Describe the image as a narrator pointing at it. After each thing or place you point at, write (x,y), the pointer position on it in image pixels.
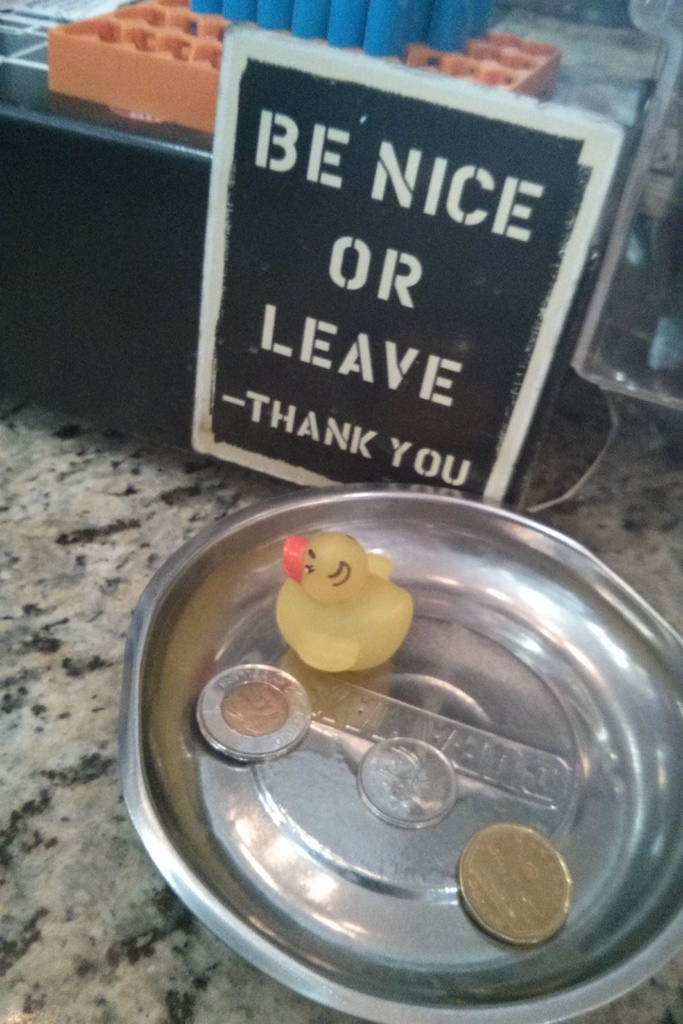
In this picture there is a toy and there are coins (511,876) on the plate (488,764). At the back (58,2) there are objects (19,317) and there is a board (493,456), there is text (382,439) on the board (344,244). At the bottom (73,844) it looks like a tile (76,951).
